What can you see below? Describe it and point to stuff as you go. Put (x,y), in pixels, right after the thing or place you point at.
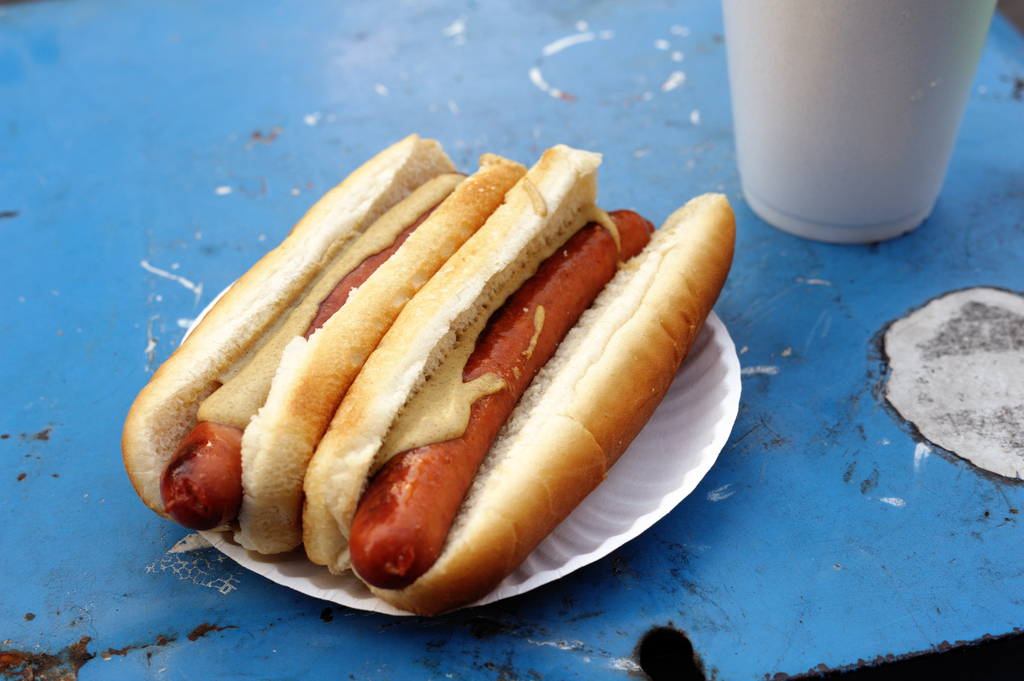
In this image we can see some food (444,444) in the paper plate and a white color glass (770,90).
